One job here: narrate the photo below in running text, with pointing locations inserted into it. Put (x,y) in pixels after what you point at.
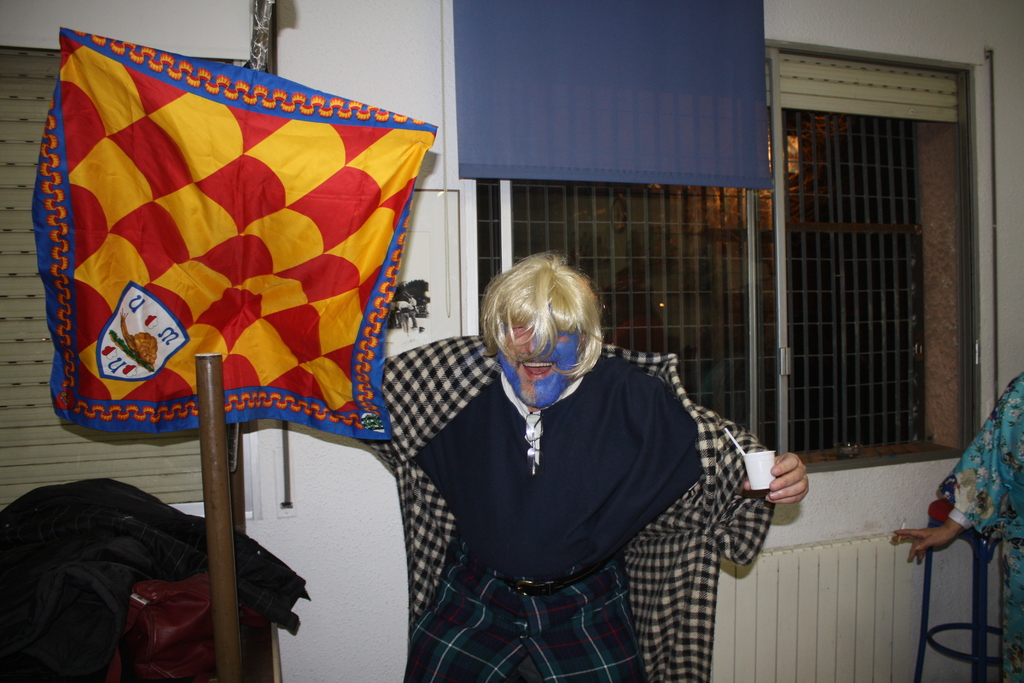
In this picture there is a man (608,436) standing and holding a cup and we can see painting (551,373) on his face (539,381). We can see banner (141,385), pole (223,627), clothes (106,512), window blinds (554,99), wall (432,66) and window (569,234). On the right side of the image we can see a person (999,506) and stool (982,654).
